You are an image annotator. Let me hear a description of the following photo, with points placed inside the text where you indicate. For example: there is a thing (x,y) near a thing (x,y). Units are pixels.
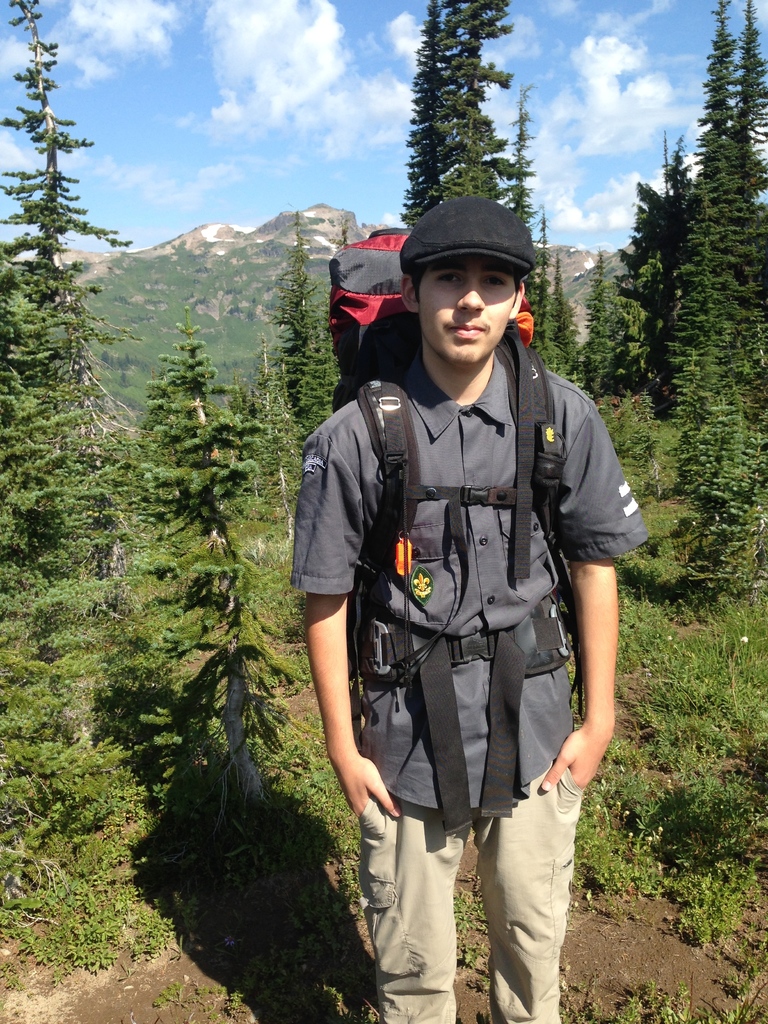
In this image I can see a man (462,513) wearing shirt (452,476), bag (386,404) and black color cap (461,233) on his head (498,284) and standing. In the background (292,412) I can see some trees (694,247). Behind these trees (454,174) there is a hill (153,258). On the top of the image (144,109) I can the sky (156,98) in blue color and clouds (213,67) in white color.
